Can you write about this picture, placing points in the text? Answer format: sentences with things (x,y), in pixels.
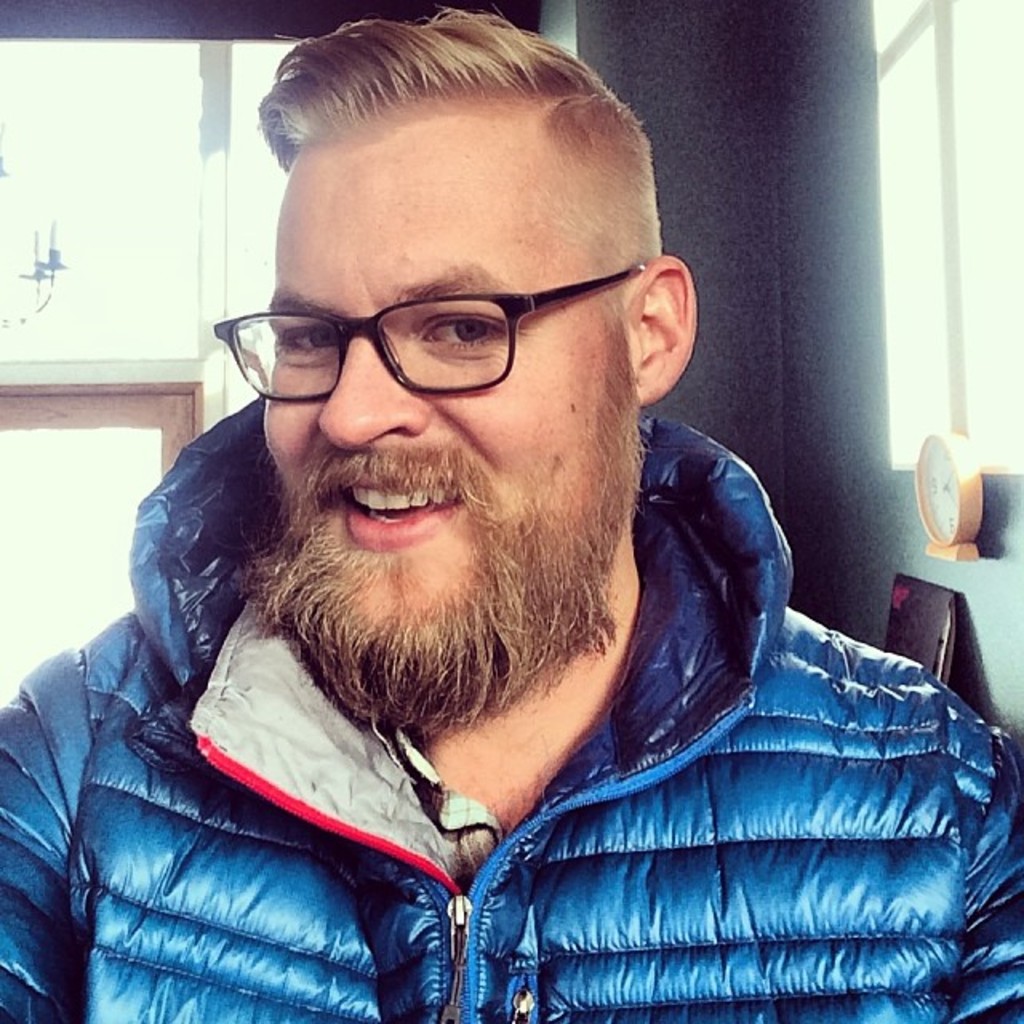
In this image in the foreground (365,412) there is one person (321,552) who is wearing spectacles (426,369) and smiling, and in the background (276,225) there are glass windows (894,339), clock (978,529), wall (882,509) and some objects (901,633).
